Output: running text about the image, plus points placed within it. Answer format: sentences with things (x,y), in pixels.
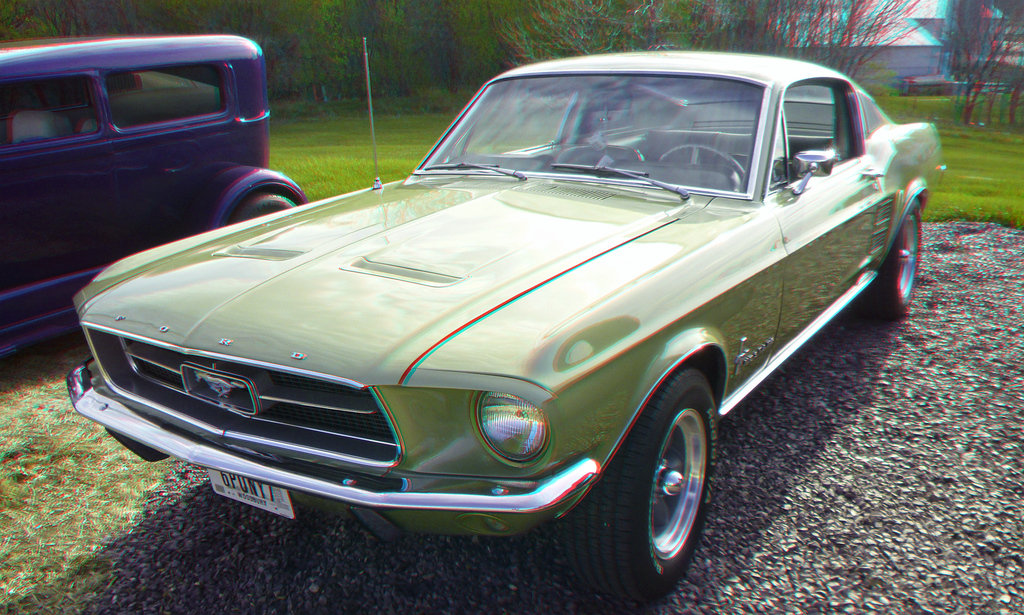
In this image, we can see two cars (248,251) and there is green grass (989,165) on the ground (950,149), in the background (563,45) there are some green color trees (712,38).
